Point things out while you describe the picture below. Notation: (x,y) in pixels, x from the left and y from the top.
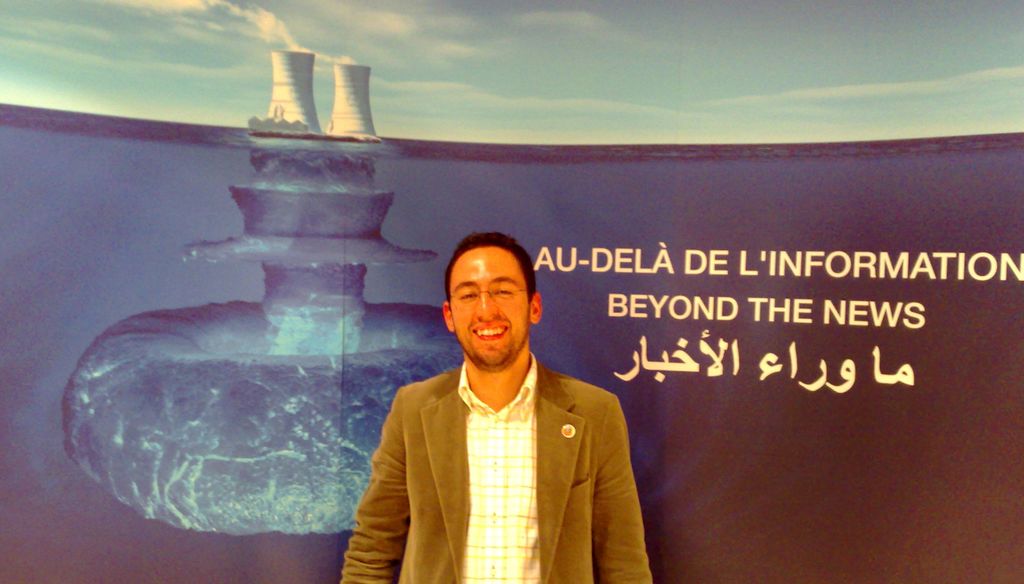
In this image I can see a man (532,491) is standing. The man (462,467) is wearing spectacles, a coat (463,494) and a shirt (504,497). In the background (559,248) I can see the sky (532,104) and some text (660,310) written over here.
